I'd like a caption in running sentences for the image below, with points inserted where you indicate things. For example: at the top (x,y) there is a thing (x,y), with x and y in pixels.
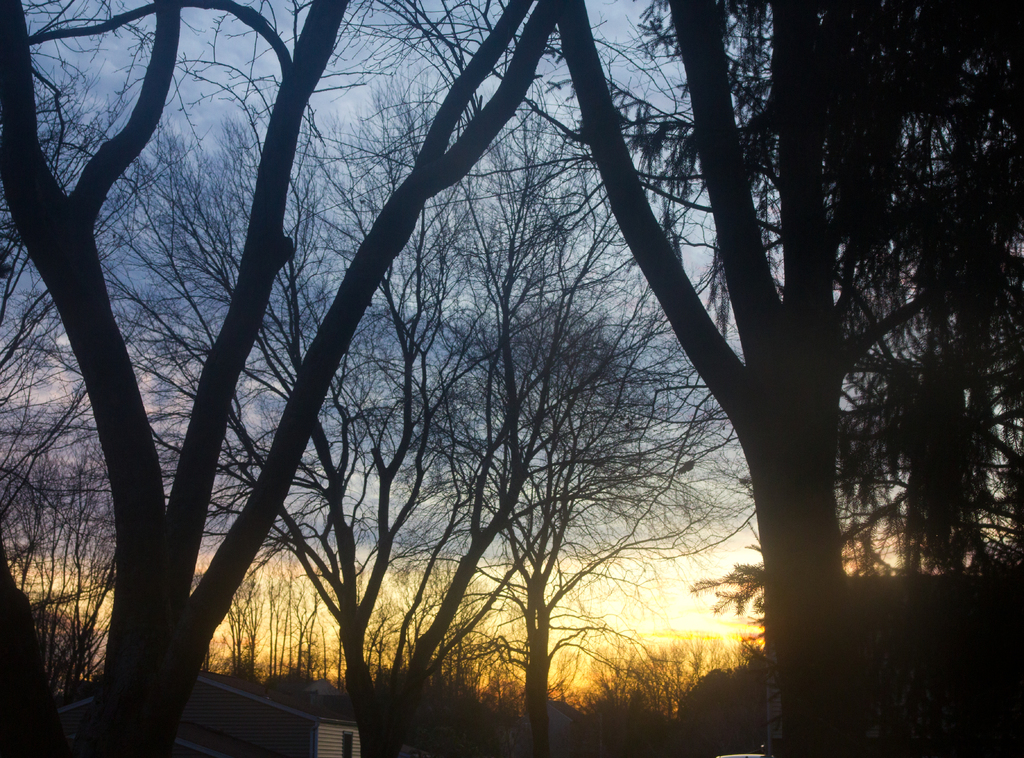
In this image we can see a house (328,728), window (346,750). And we can see the trees (593,329). And we can see the clouds (636,363) in the sky (568,632).
